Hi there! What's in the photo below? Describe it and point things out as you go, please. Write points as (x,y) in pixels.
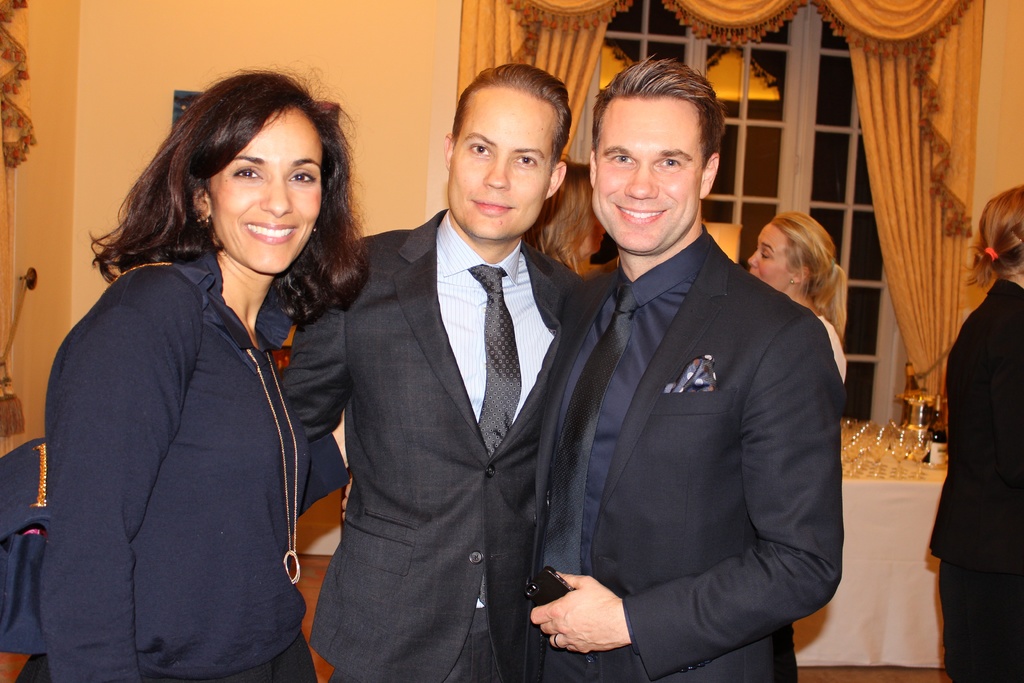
In this picture we can see a group of people (797,338) standing and a man (647,595) is holding a mobile (547,590). Behind the people (674,418) there is a table (887,492) which is covered with a cloth (874,507) and on the table (877,479) there are glasses (882,448) and a bottle (936,436). Behind the people (494,288) there is a wall (405,46) with a window (606,58) and curtains (579,26).
